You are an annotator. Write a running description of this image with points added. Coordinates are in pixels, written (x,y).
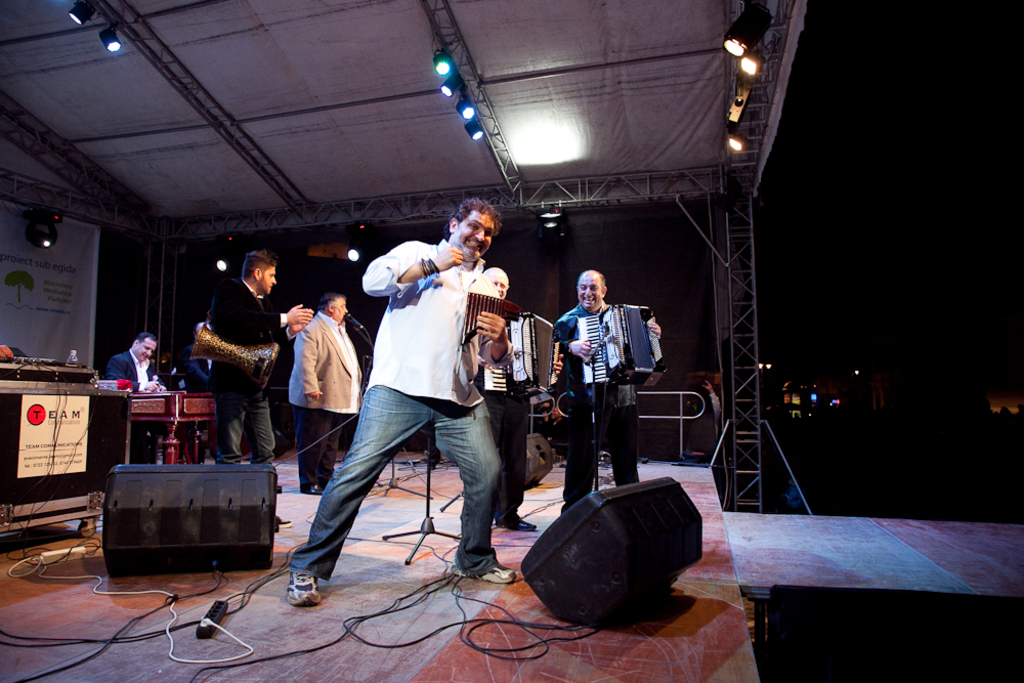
In this image there are few people (442,356) performing on a stage (685,585) with musical instruments (543,333), on the top (410,26) there is shed (542,118), lighting (466,109).
